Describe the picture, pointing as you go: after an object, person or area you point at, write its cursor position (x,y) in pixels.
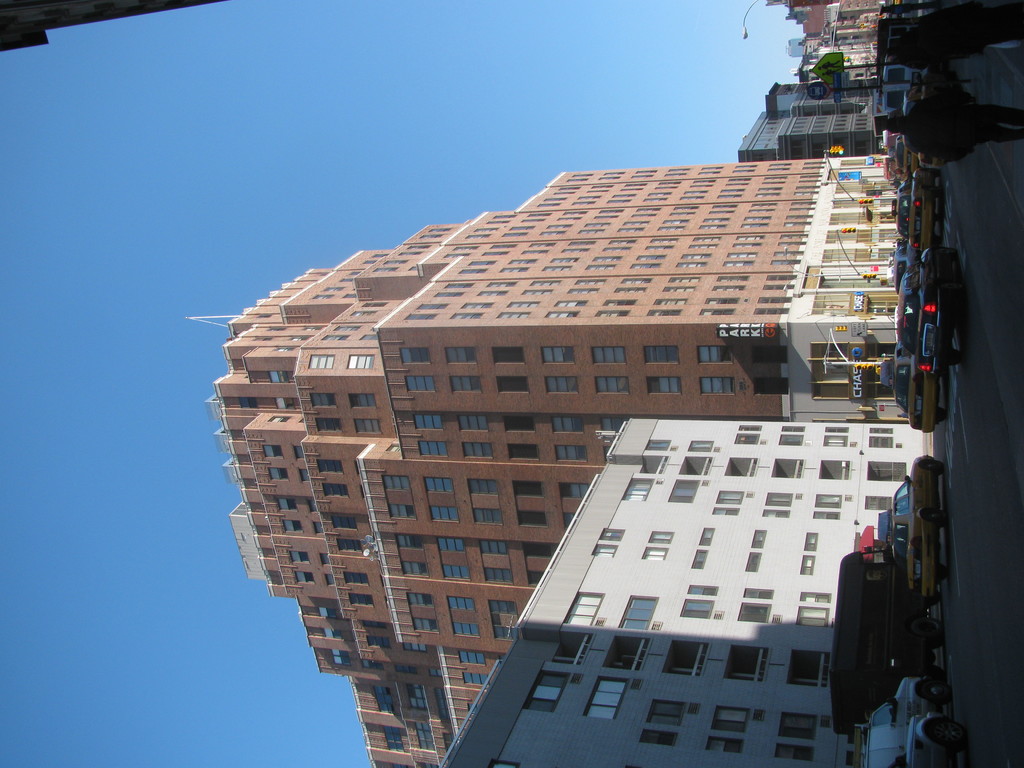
On the right side of the image (971,441) there is a road (971,599) and we can see cars (923,377) on the road (949,198). There are people (913,52) walking. In the center (492,452) there are buildings (650,321). In the background (400,228) there is sky (159,429).
